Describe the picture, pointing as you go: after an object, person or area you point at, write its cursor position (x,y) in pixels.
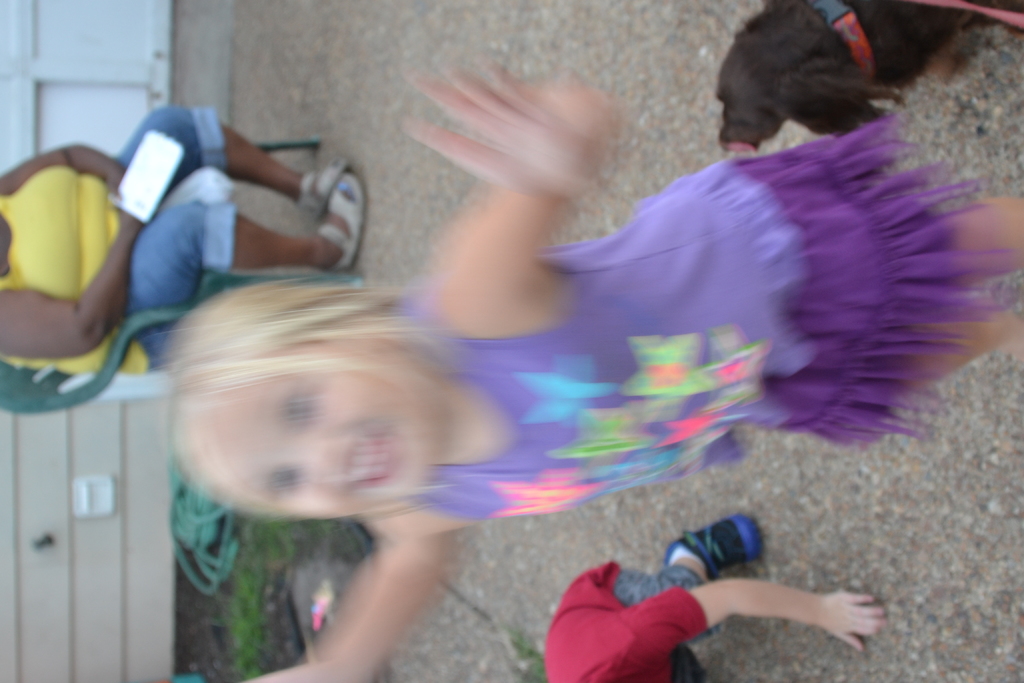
I see that this image is a bit blurry and I see 2 children (578,635) over here, a dog (811,45) which is of brown in color and I see a woman (11,222) who is sitting on this chair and I see the path (604,45).
